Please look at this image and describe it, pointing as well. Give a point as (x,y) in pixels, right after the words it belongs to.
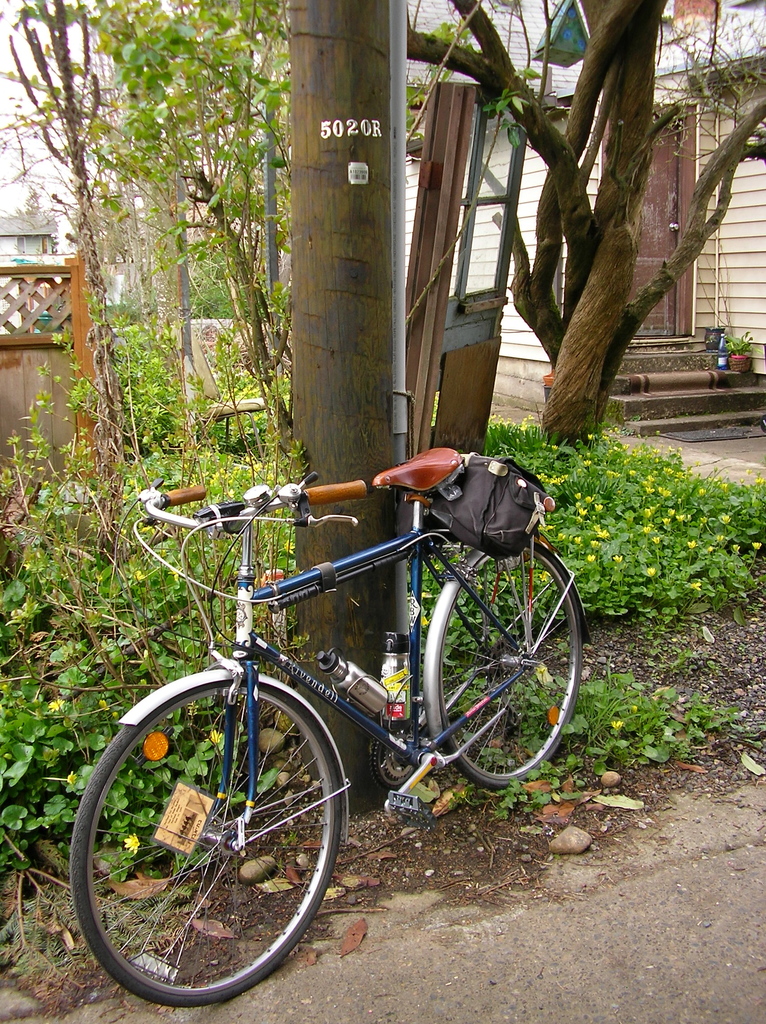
In this image we can see two poles (319,290). There is a tree (551,275) in the image. There are many plants (104,500) in the image. There is a bike (476,704) in the image. There is a pole (394,531) and some text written on it. There are staircases (698,398) in the image.
